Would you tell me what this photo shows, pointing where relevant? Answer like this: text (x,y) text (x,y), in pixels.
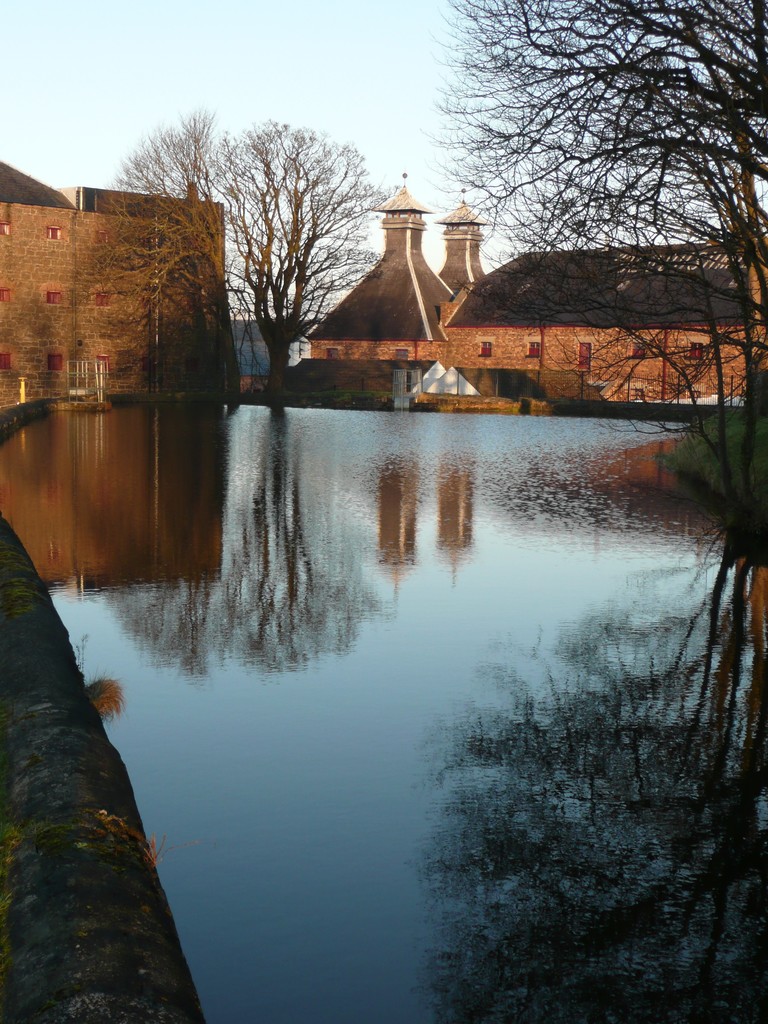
In this picture we can see many houses (2,263) and trees (256,222) alongside the river (377,582).
